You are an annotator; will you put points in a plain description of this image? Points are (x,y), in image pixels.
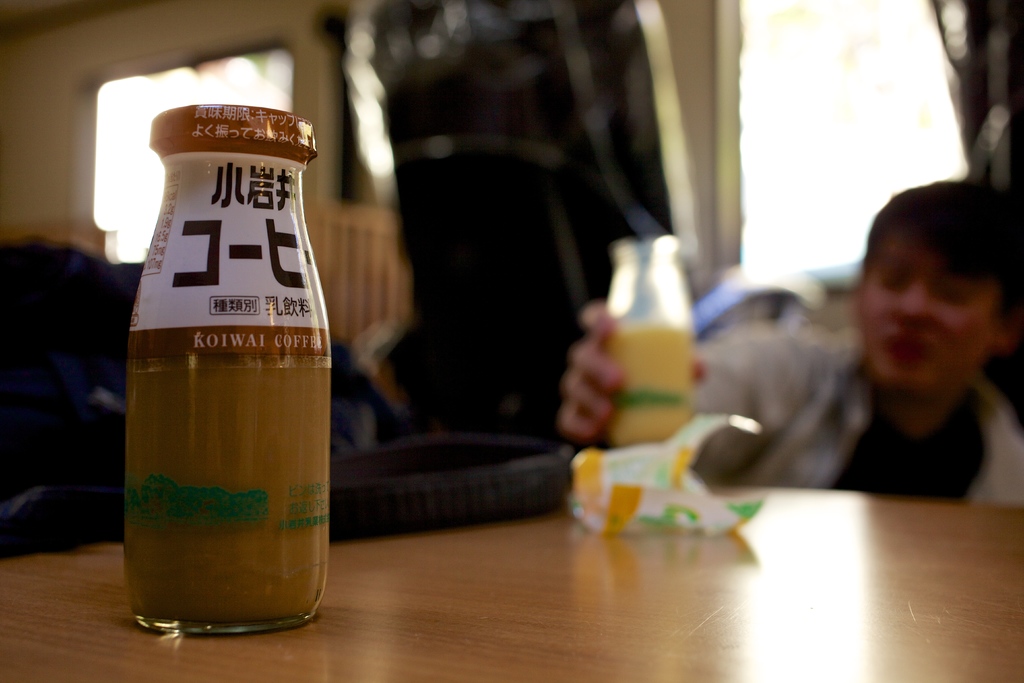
In this image I see 2 bottles (239,175) in which this person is holding this bottle (671,248).
